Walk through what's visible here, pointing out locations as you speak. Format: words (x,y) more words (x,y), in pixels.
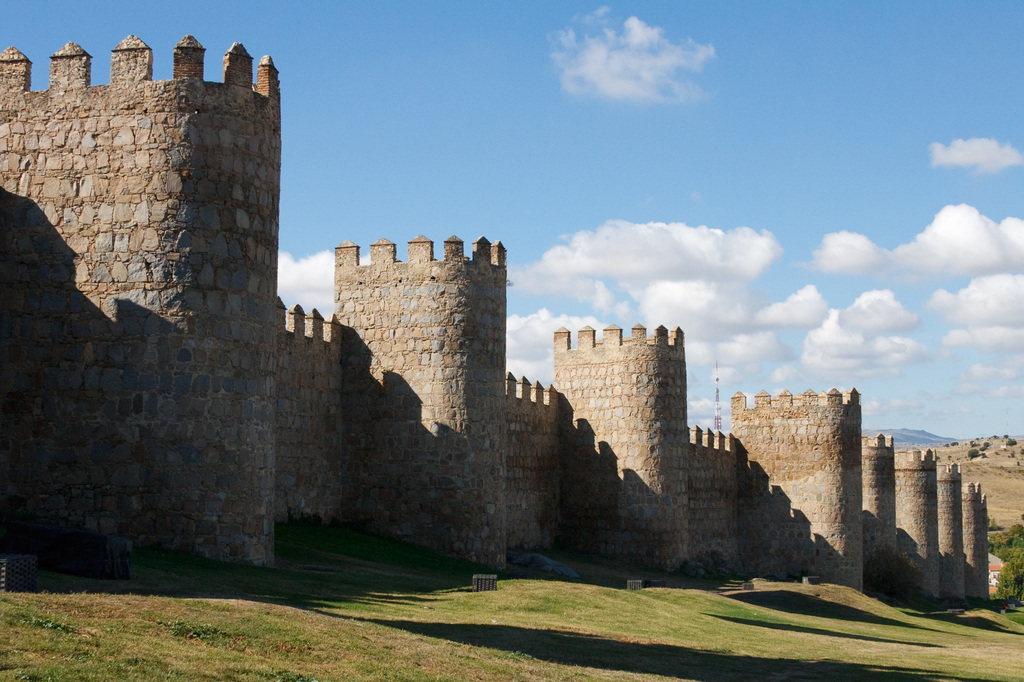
In this image, we can see walls (613,341), trees (1014,531) and a tower (759,409) and we can see some objects (114,562) on the ground (513,637). At the top (603,123), there are clouds (937,266) in the sky (759,196).
